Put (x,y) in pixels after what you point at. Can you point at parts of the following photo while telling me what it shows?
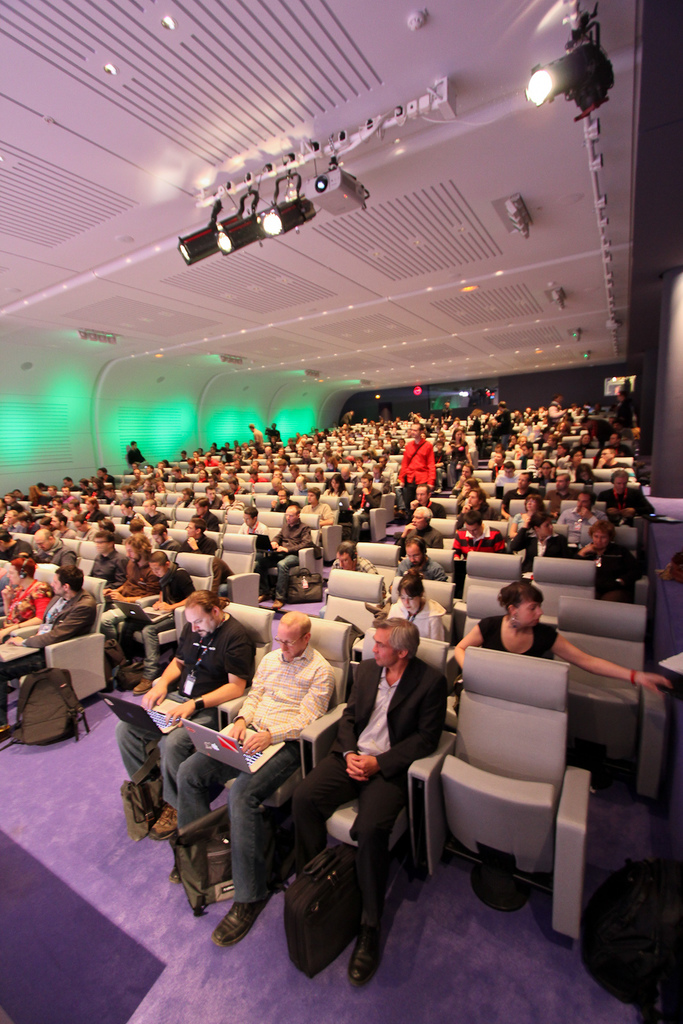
In the picture we can see inside the hall (419,973) with many people (377,815) are sitting on the chairs (637,728) and working on the laptops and to the ceiling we can see some lights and on the walls (69,402) we can see green color light focus (140,417).
